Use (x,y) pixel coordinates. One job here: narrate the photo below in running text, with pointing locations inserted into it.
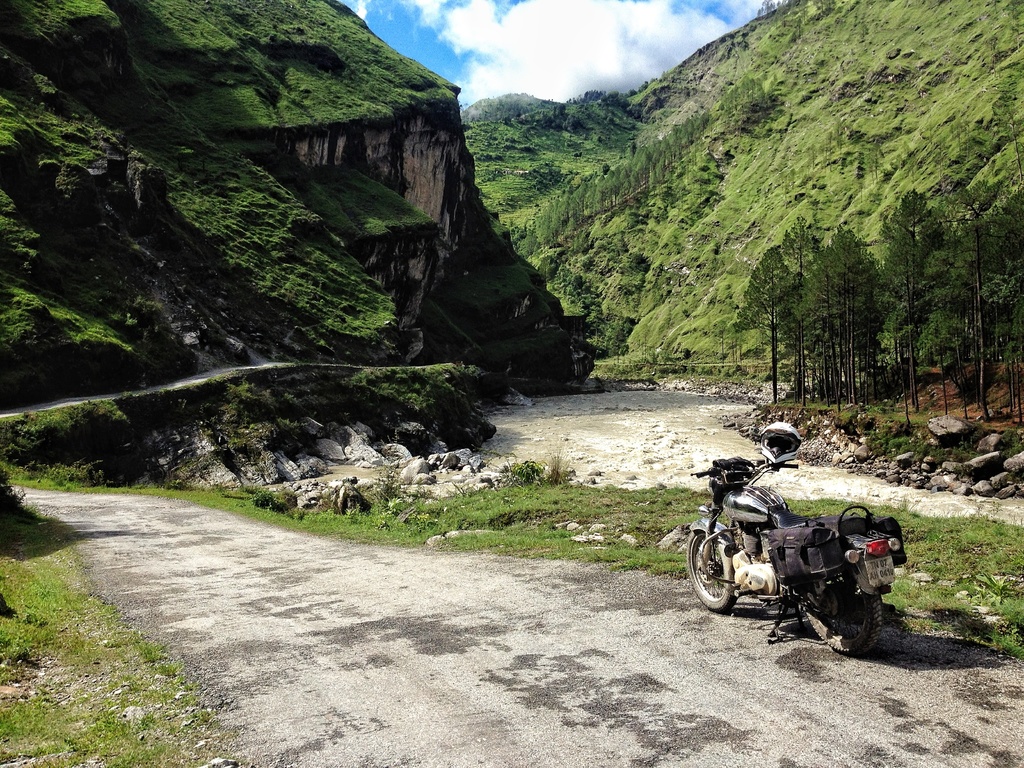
In this image there is a motorbike (781,573) parked on the road (731,621). In the background (710,250) there are hills (578,115) on which there is grass (368,114). At the bottom (255,569) there is a road (309,603), Beside the road (687,745) there are stones (352,487). On the right side (898,313) there are trees (894,332).
